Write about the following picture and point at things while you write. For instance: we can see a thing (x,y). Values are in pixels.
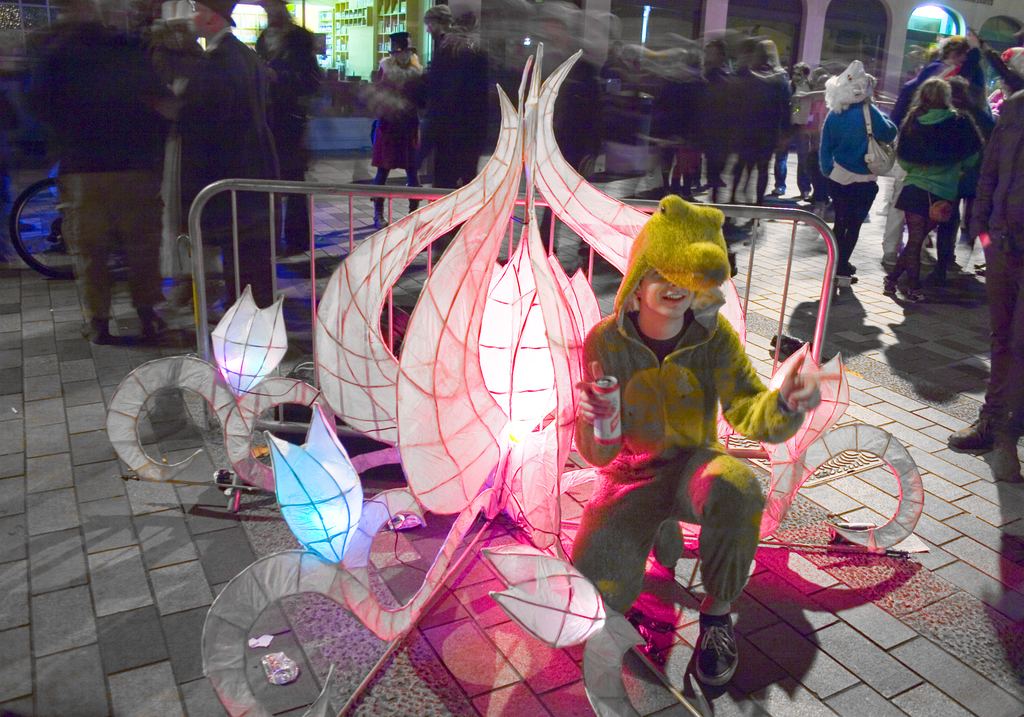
In this image there are a few people (728,153) standing and walking on the streets (635,152), behind them there are few stores (833,42), in the foreground of the image (688,382) there is a kid (733,413) holding a can of drink (615,413) is posing for the camera.
